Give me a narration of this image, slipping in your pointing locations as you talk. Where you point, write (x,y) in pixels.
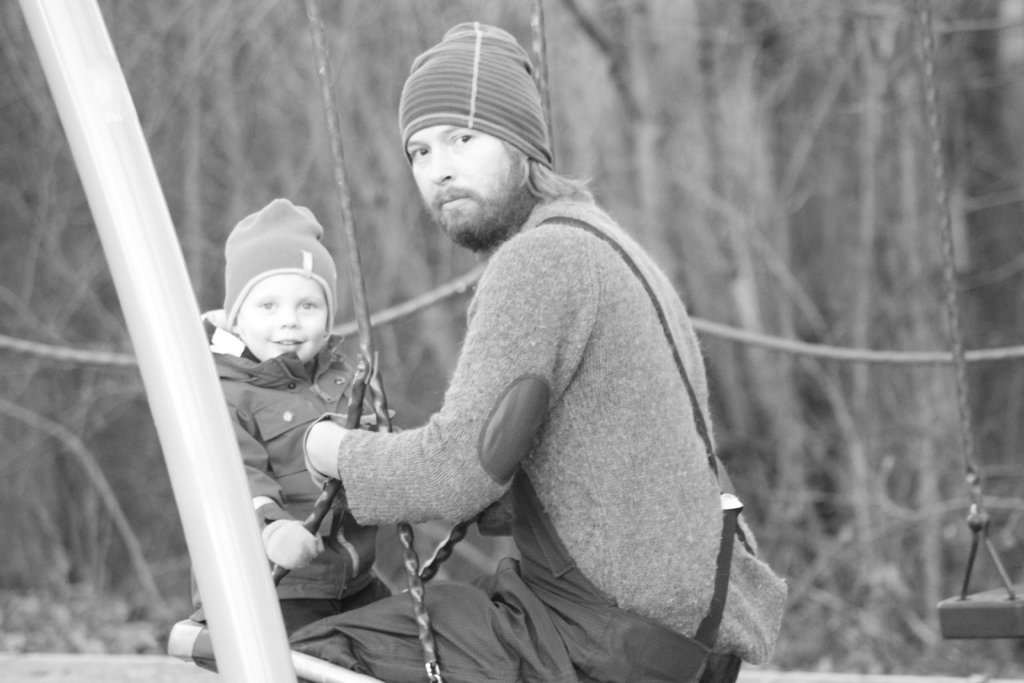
In this image we can see a man (583,362) and a kid (265,329) sitting on the swing (428,632). On the left (79,11) there is a rod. On the right (1001,568) we can see a swing (992,602). In the background (803,321) there are trees (104,588).
